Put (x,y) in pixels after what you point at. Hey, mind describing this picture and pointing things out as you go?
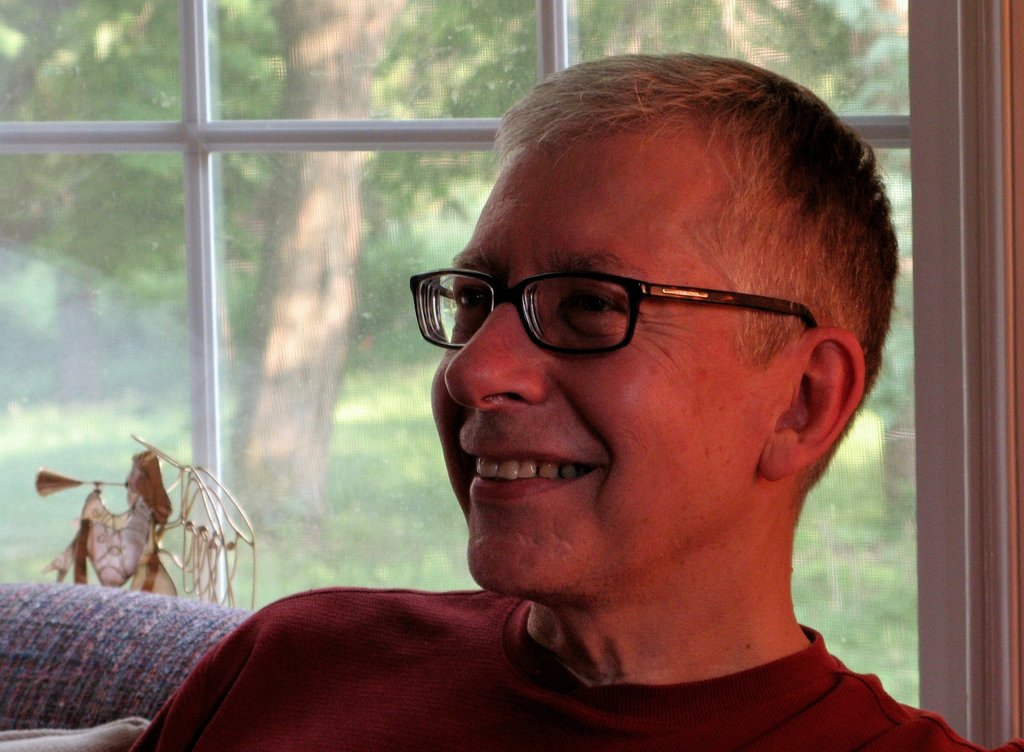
In the picture I can see a man (484,250) is wearing a red color t-shirt (446,679) and spectacles (548,334). The man (597,442) is sitting on the sofa (151,677) and smiling. In the background (264,566) I can see framed glass wall (286,259), a tree (301,332) and some other things (135,550).
